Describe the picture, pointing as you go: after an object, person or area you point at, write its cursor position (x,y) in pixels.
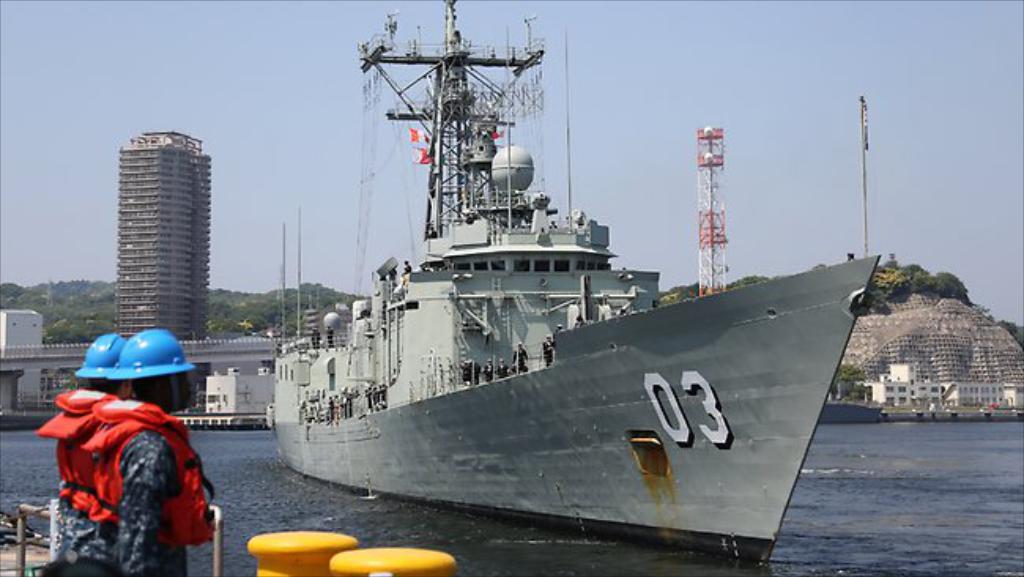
In this image we can see a ship (501,384). There are few houses (949,399) and a building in the image. There are many trees (938,279) in the image. There are two people (143,543) standing in the image. There is a telephone tower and few hills (268,313) in the image.
